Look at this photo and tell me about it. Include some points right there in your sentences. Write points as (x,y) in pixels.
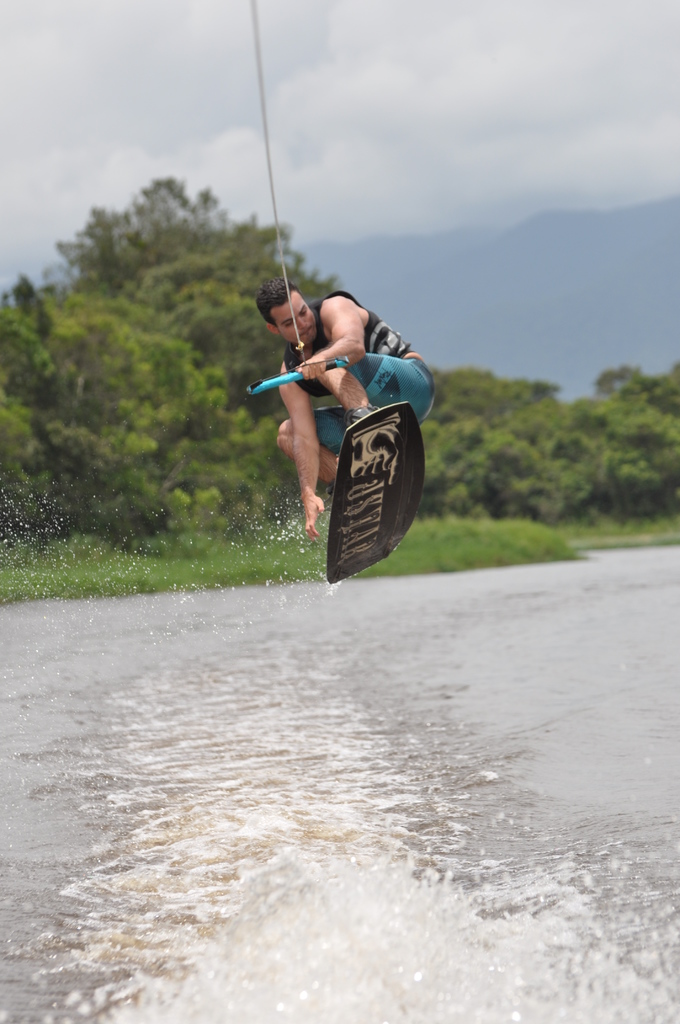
In the center of the image (412,457) we can see a person (319,375) on a surfboard (376,433) holding a stick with rope (298,350), we can also see water (471,724), group of trees (663,486), plants (500,539) and hills (508,313). At the top of the image (517,110) we can see the sky (572,78).
